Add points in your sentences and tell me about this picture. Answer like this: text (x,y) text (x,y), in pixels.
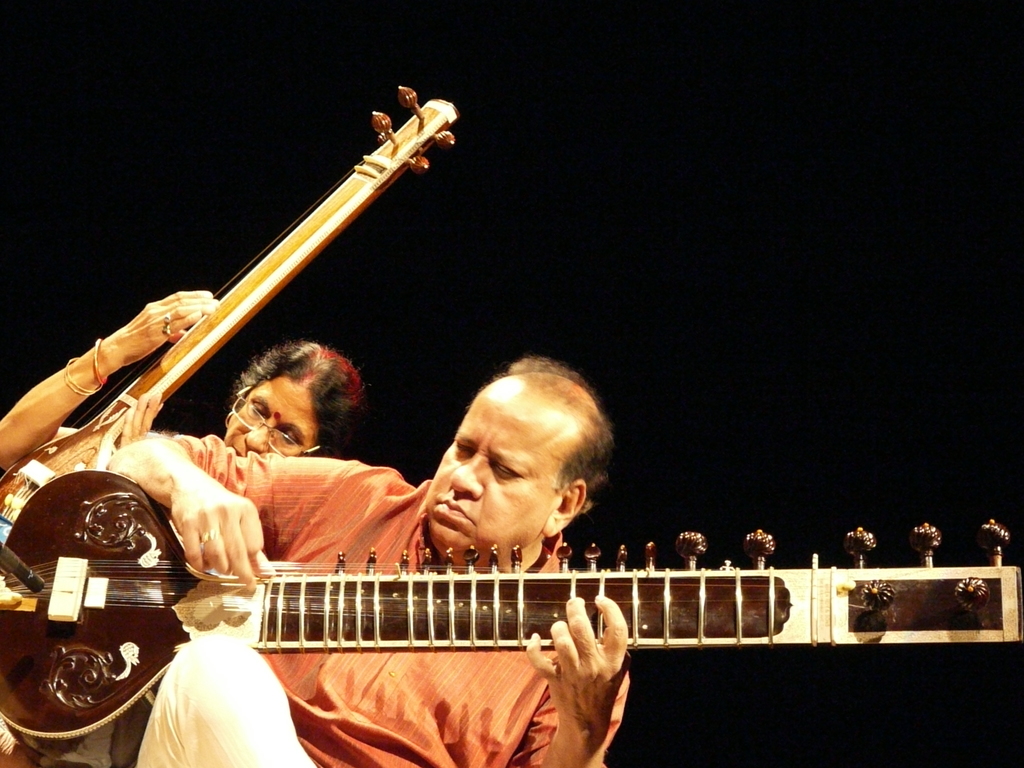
In this Picture we can See a man (438,522) Wearing a red shirt (380,709) and White Pant (274,701) Playing a Indian Guitar (457,619). And behind Him a woman (133,440) wearing Specs (281,441) also Playing Indian guitar (164,388).
